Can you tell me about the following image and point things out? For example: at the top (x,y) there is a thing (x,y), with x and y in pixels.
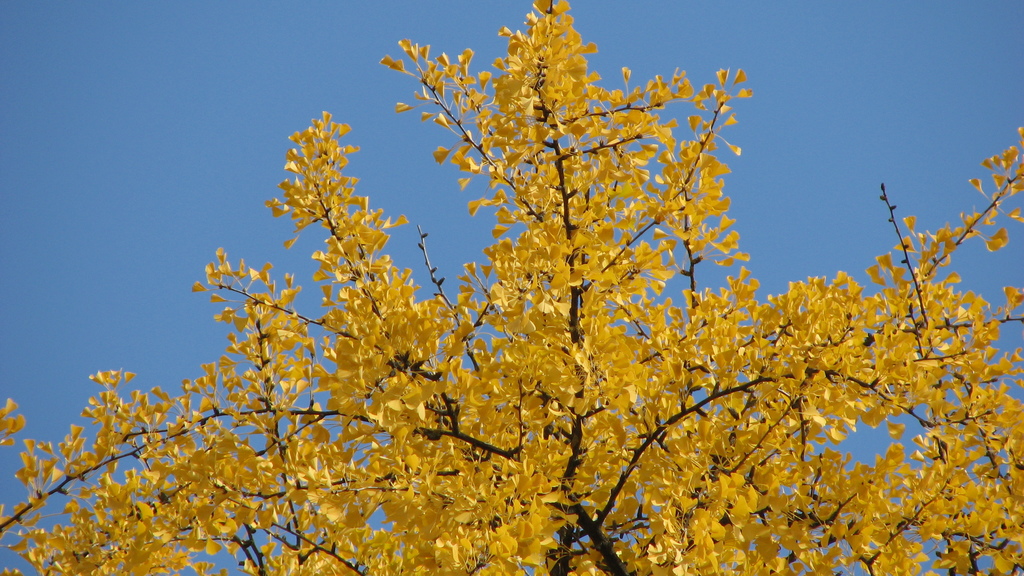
In this picture we can see a tree (735,368) and leaves (558,455), and the leaves (543,463) are in the yellow color.
